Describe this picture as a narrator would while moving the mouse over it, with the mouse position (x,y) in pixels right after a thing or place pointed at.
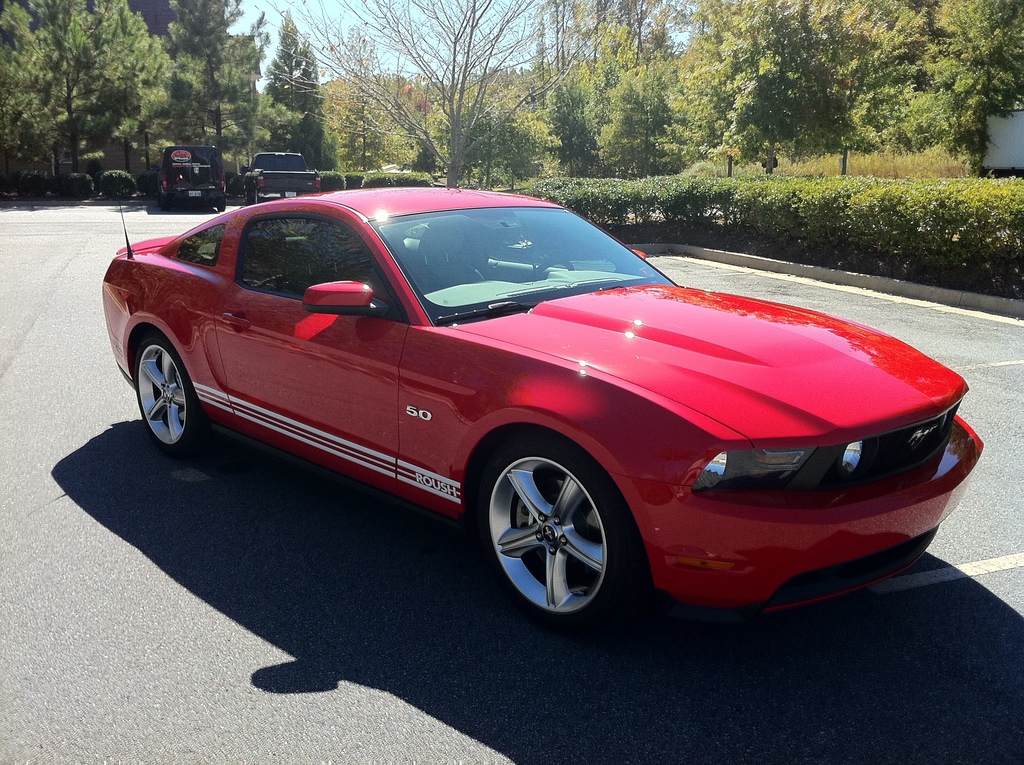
In front of the image there are vehicles (530,484) on the road (264,738). There are plants (744,232), poles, trees (655,167). On the right side of the image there is some object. At the top of the image (344,19) there is sky (342,6).
